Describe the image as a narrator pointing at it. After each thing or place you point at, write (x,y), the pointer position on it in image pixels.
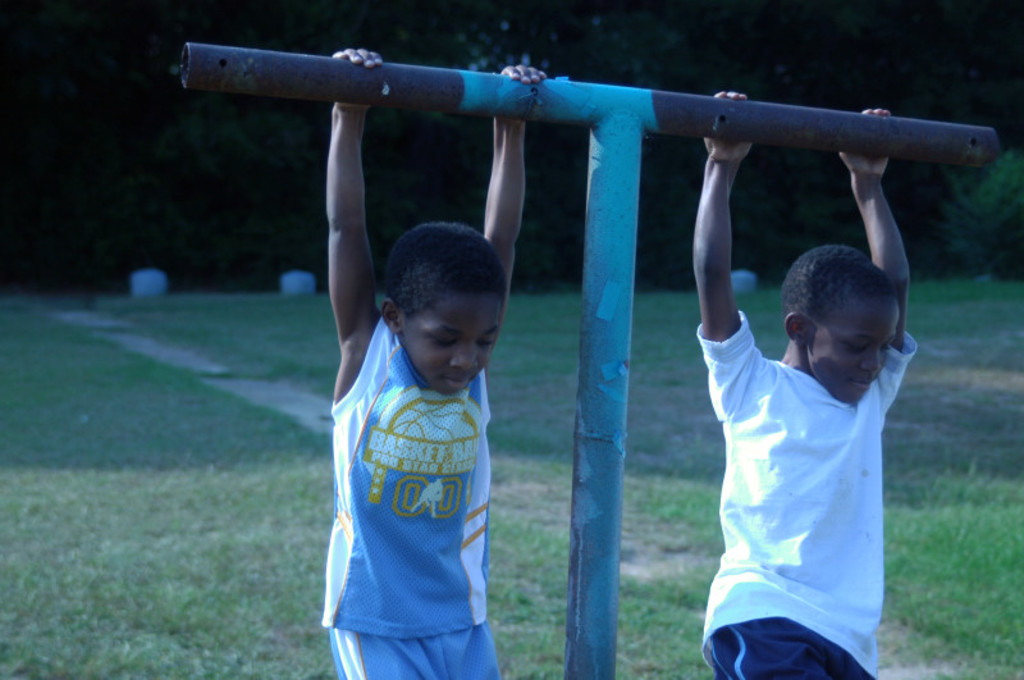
Here I can see two boys (412,550) wearing t-shirts (392,543), shorts (382,652) and hanging to a metal rod (564,112). On the ground (165,508), I can see the grass (141,525). In the background (131,149) there are many trees (197,150).
